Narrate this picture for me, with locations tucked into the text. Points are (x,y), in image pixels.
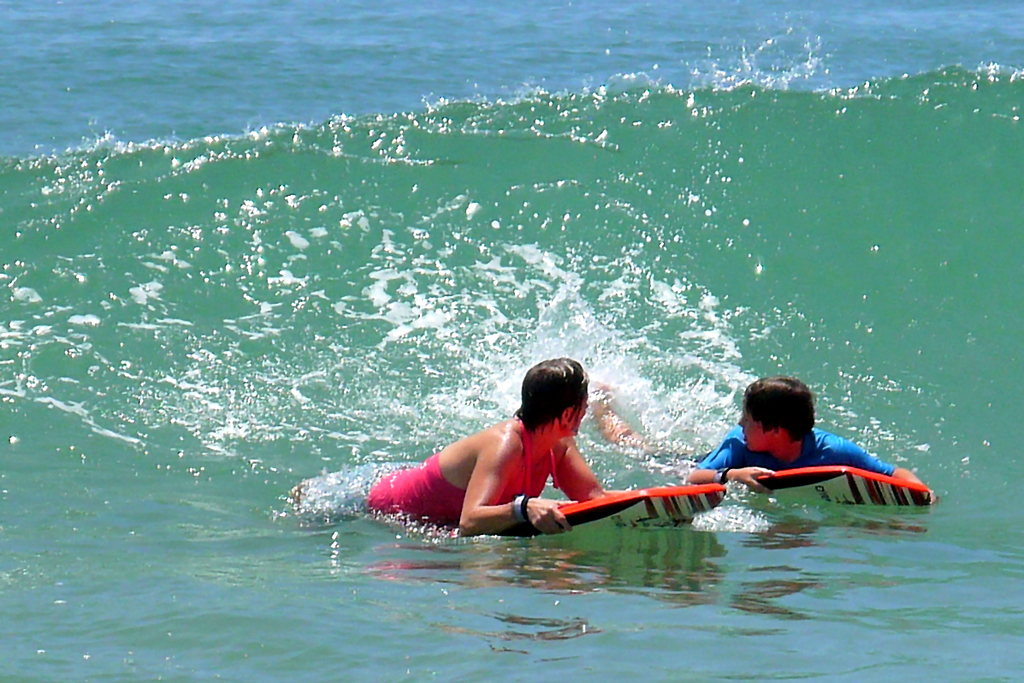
In this image we can see two persons (755,459). They are on surf boards (663,486) and there is water (355,541).
